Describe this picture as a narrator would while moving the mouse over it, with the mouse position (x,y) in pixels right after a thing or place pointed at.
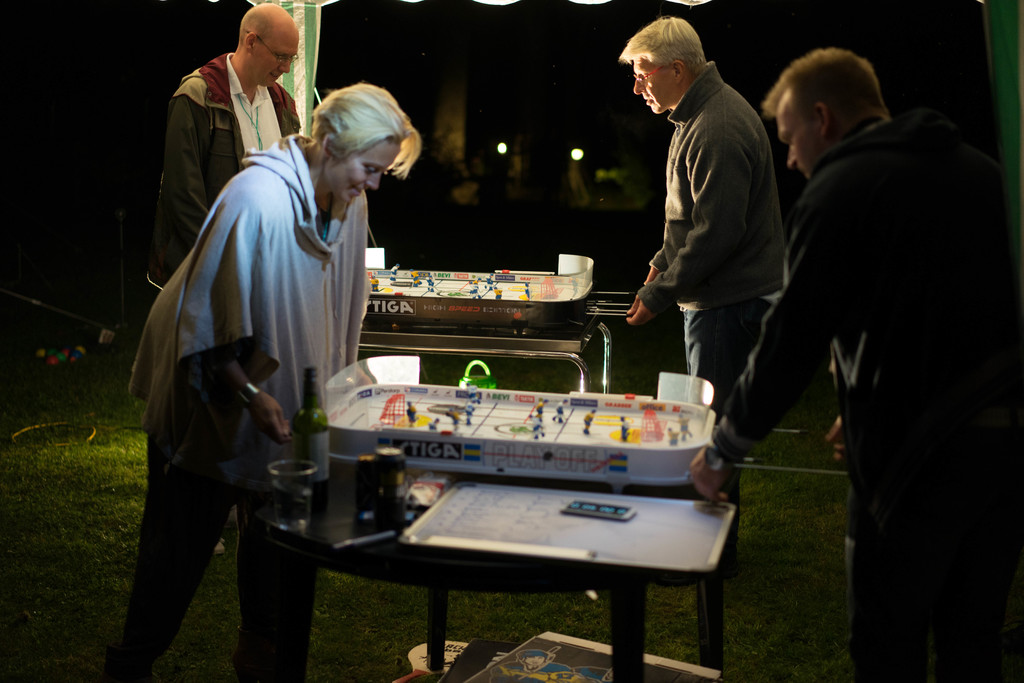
there are 4 people (184,293) standing. on the table (514,554) there is a whiteboard (462,527), bottle (304,423), glass (295,478) and a game (495,426).
